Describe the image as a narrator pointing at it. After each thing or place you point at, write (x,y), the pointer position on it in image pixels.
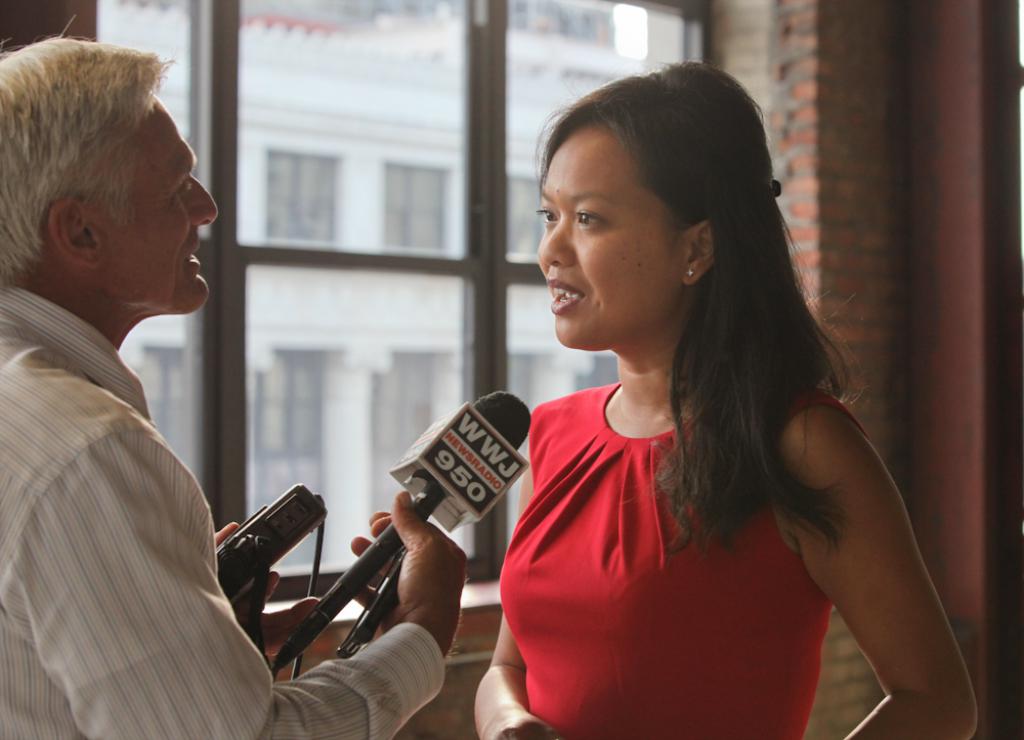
In the picture there are two people (130,295) one old man (130,295) and a woman (532,468) the old man (128,466) is interviewing the woman (578,523), the woman (582,440) is replying something in the background (358,258) there is a window (334,263) and building (334,155).
